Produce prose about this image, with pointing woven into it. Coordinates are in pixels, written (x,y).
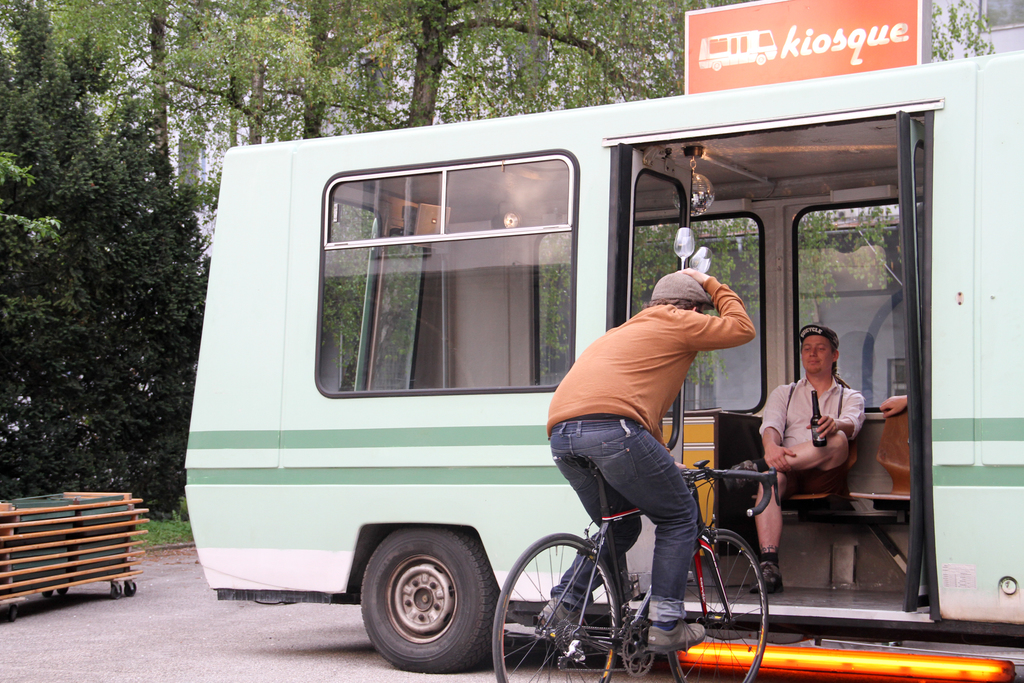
There is a bus (533,343). Inside the bus (914,338) there is a person (797,426) wearing a white shirt (787,433) is sitting and holding a bottle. And outside of the bus (551,581) there is a person (601,393) wearing a brown shirt (630,367) is sitting on a cycle (611,557) and he is wearing a cap (667,288). Above the bus (632,297) there is a banner (792,56). In the background (194,177) there are some trees (299,78).
